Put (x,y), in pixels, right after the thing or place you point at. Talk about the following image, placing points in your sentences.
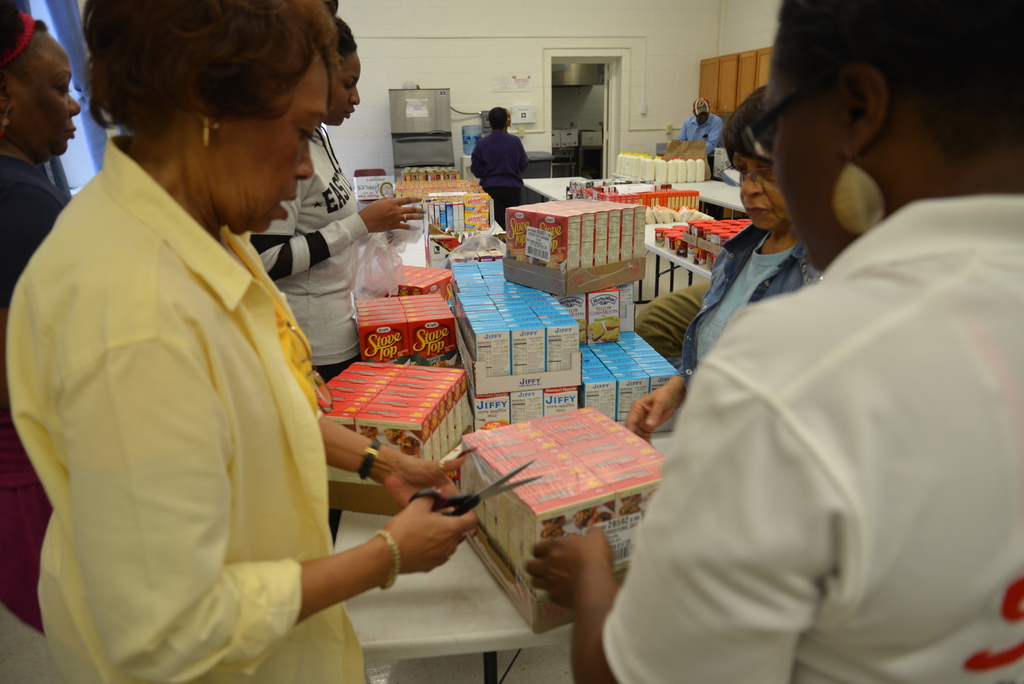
In this image, I can see few people (805,144) standing and there are few objects (461,230) on the tables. The person (263,480) on the left side (254,485) is holding scissors (449,505). In the background (560,71), I can see a room (554,82) and there is a kind of a machine (446,137).
